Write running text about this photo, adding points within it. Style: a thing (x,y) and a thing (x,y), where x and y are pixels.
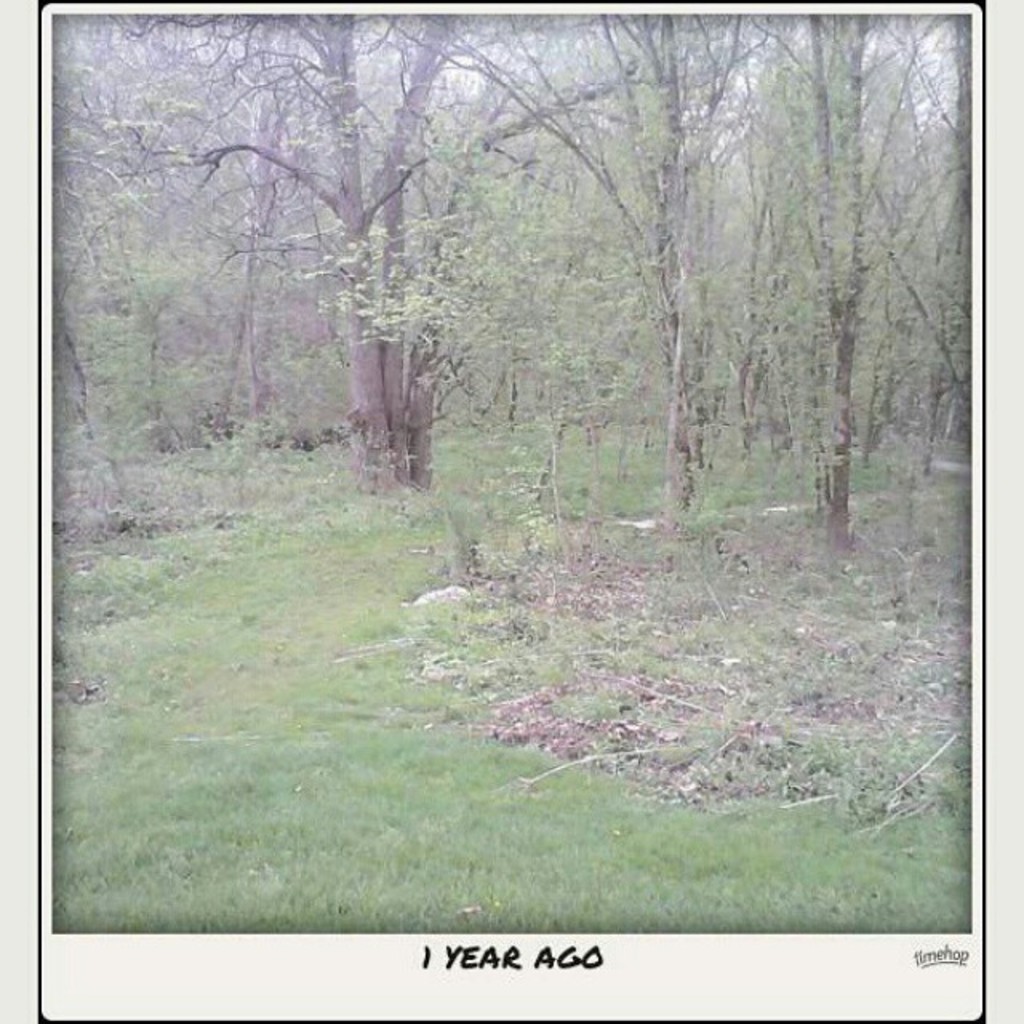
This image is an edited image with borders (49,735). This image is taken outdoors. At the bottom of the image (398,855) there is a text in the image and there is a ground (341,842) with grass (485,681) on it. In the middle of the image (676,497) there are many trees (673,329) with stems (417,410), branches (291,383) and leaves (415,296) on the ground (134,534).
